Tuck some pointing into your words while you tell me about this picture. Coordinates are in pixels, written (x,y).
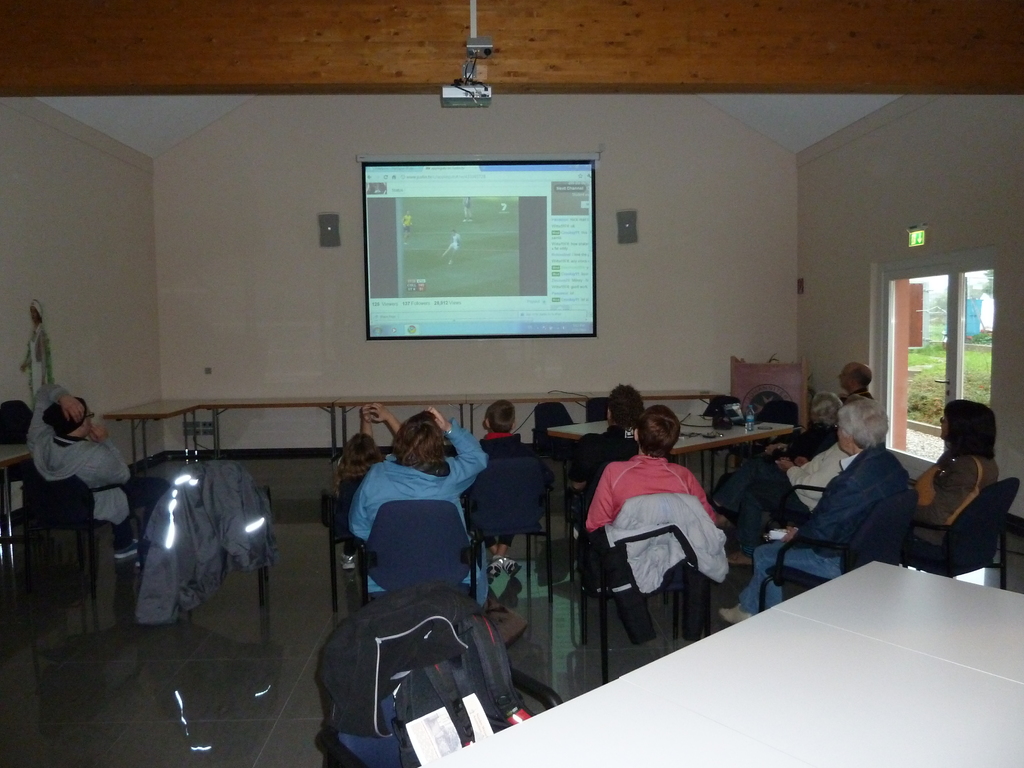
In the image we can see there are lot of people (875,433) who are sitting on chair (805,489) and on the top (475,97) there is a projector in front of it there is a screen (484,191) on the wall (472,348).
